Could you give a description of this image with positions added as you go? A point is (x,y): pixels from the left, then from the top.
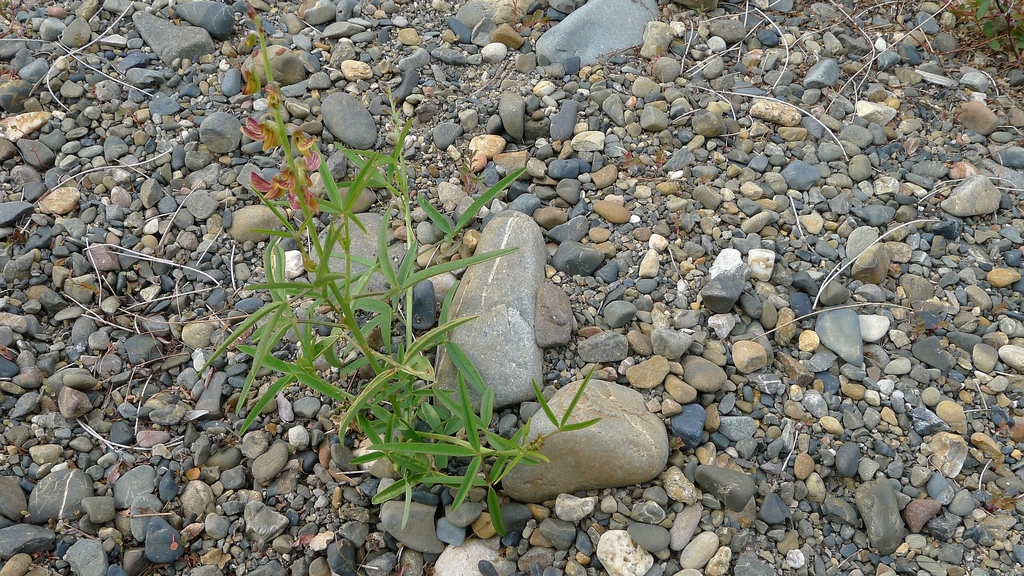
Here in this picture we can see a small plant (441,451) present on the ground (343,347), which is covered with stones (163,137) over there.
